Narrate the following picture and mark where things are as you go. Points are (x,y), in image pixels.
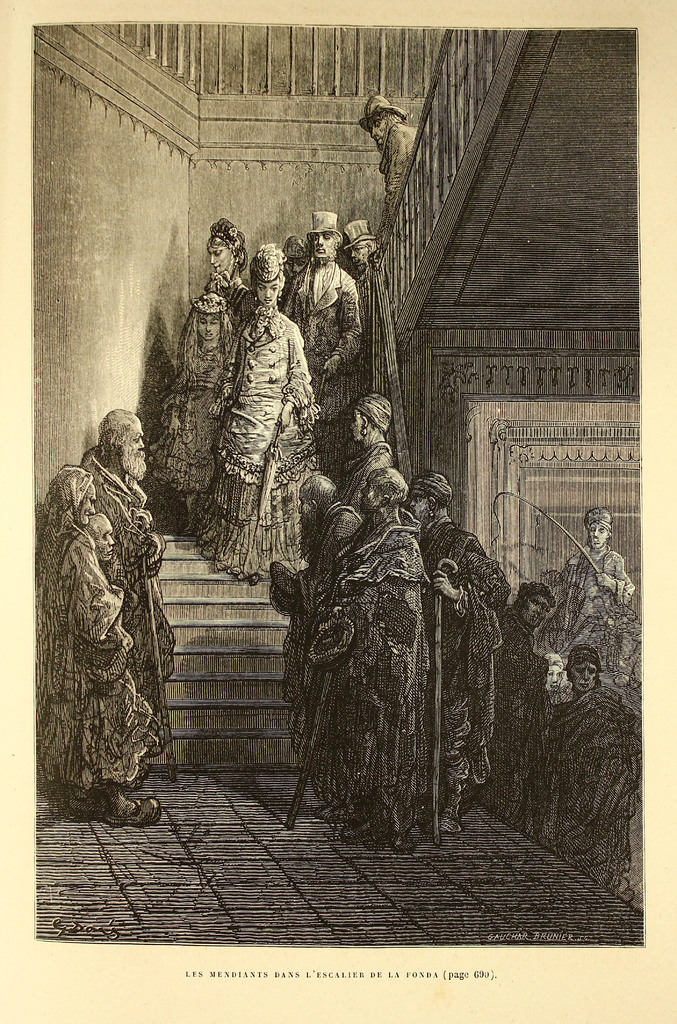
This is a black and white engraving. In this image we can see persons (376,653) standing on the floor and some are coming down the stairs (265,579).
